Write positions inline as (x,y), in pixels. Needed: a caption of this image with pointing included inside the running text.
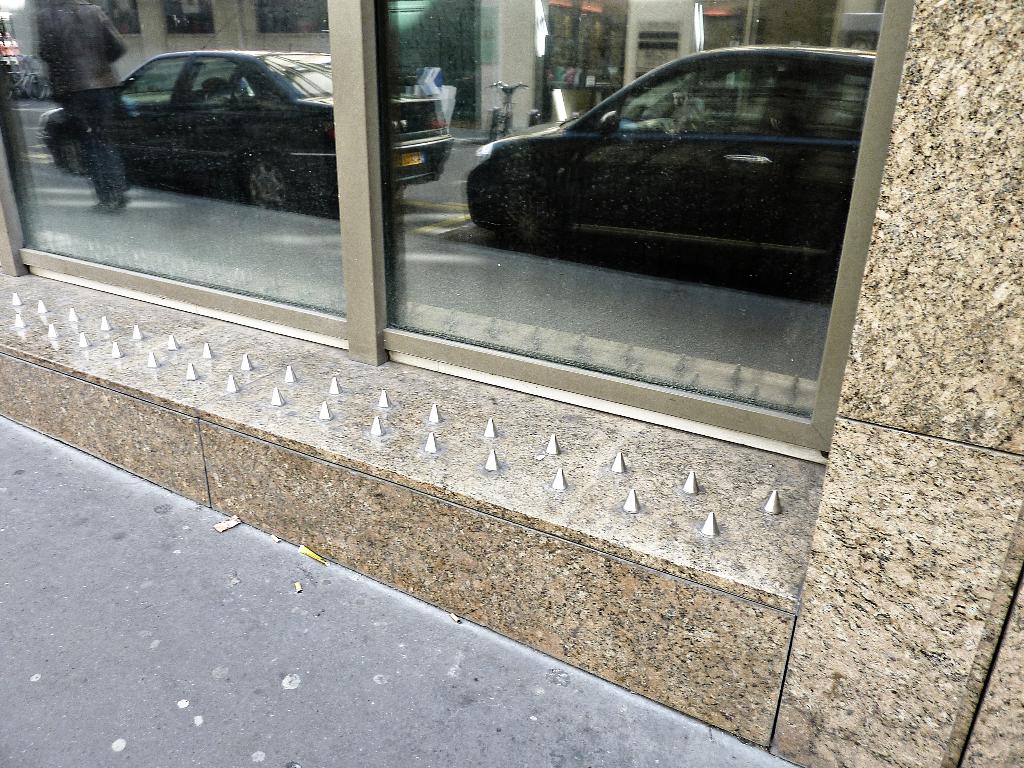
In this image we can see the glasses (528,347) of the building (701,402). We can see the reflection (547,224) of few vehicles (529,190), few buildings (467,101) and a person (76,91) and many objects (562,89) in the image.
